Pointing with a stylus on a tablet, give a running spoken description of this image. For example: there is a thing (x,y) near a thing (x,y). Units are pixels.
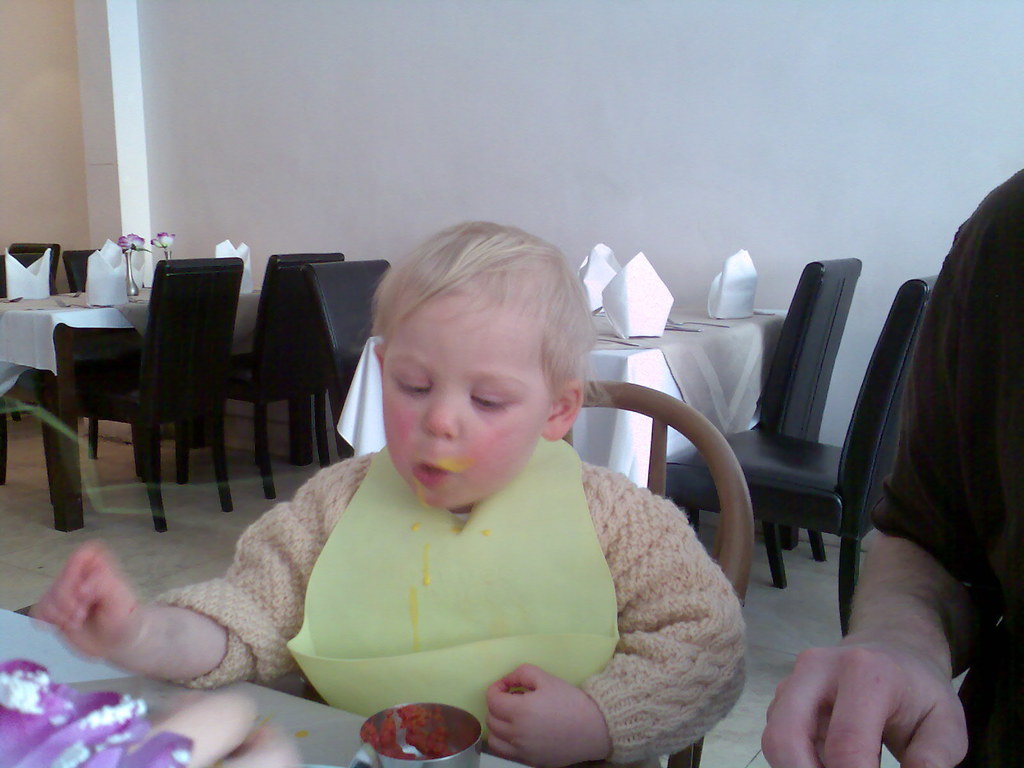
This image is clicked in a restaurant (140,494). In this image there are two persons (426,377), a kid (570,549) in the middle (486,353) and man (975,481) to the right (1009,477). In the background (605,287), there are many tables (62,291) and chairs (907,360), and a wall (595,130) in white color. The man (949,698) is wearing black shirt (974,474) and kid (579,660) is wearing apron (439,605) and eating food (413,705).
